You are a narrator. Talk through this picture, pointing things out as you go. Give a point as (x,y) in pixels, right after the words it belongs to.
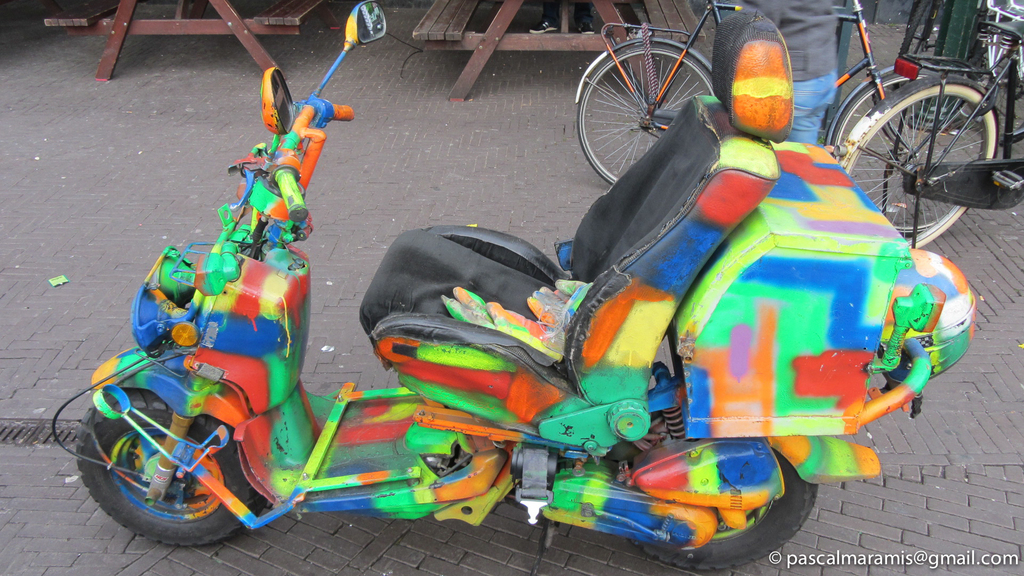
In front of the picture, we see a colorful scooter (746,353) parked. Beside that, we see the boy (814,61) in grey jacket (807,50) is standing beside the bicycle (900,179). In the background (569,36), there are brown colored benches (214,34). This picture is clicked outside the city.
